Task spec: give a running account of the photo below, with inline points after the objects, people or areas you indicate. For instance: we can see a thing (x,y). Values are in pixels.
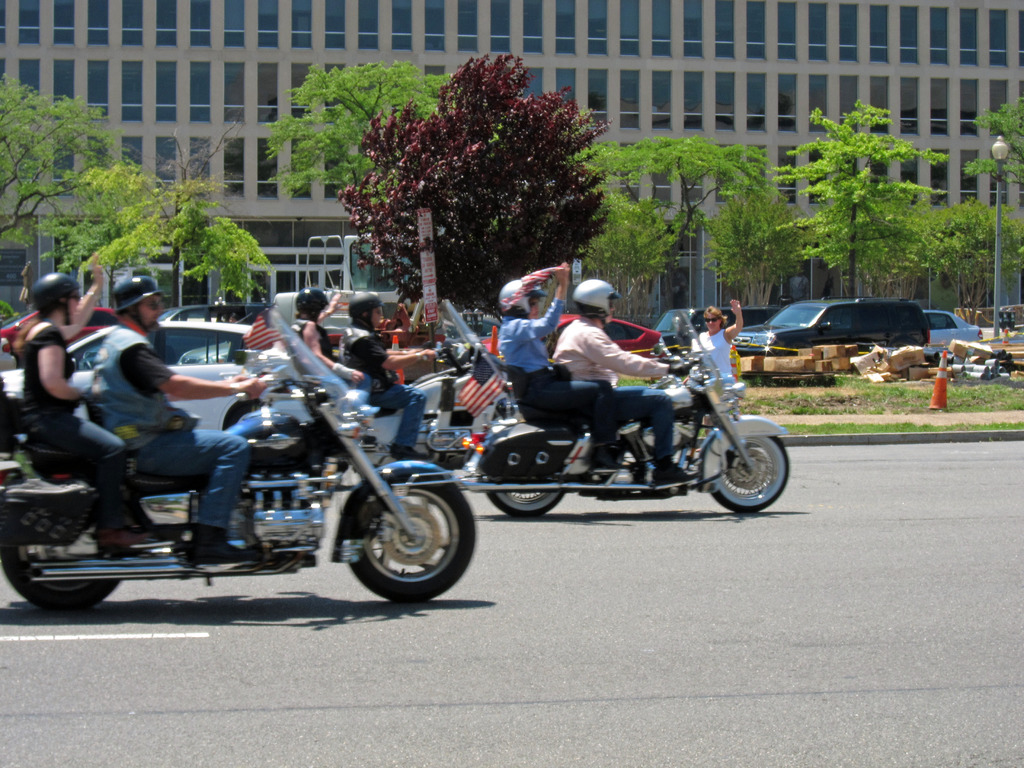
There are people (597,298) riding vehicles (509,492) on the road (614,535). In the background (474,101) there is a building (684,8), trees (608,212), pole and vehicles (861,319).
